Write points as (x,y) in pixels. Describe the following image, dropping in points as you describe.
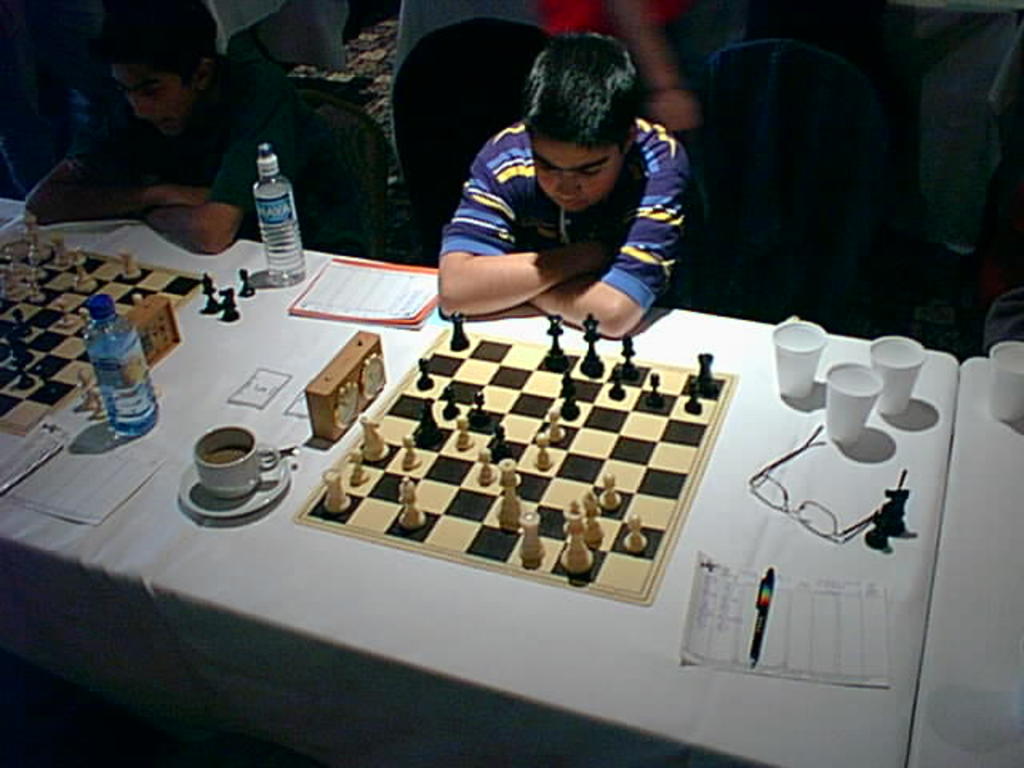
This picture shows two men (530,235) seated on the chairs (356,252) and playing chess on the chess board (435,502) and we see a couple of water bottles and tea cups (225,464) and few water glasses (1000,349) and a spectacles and papers (249,389) and chess boards (61,242) on the table (545,678).
